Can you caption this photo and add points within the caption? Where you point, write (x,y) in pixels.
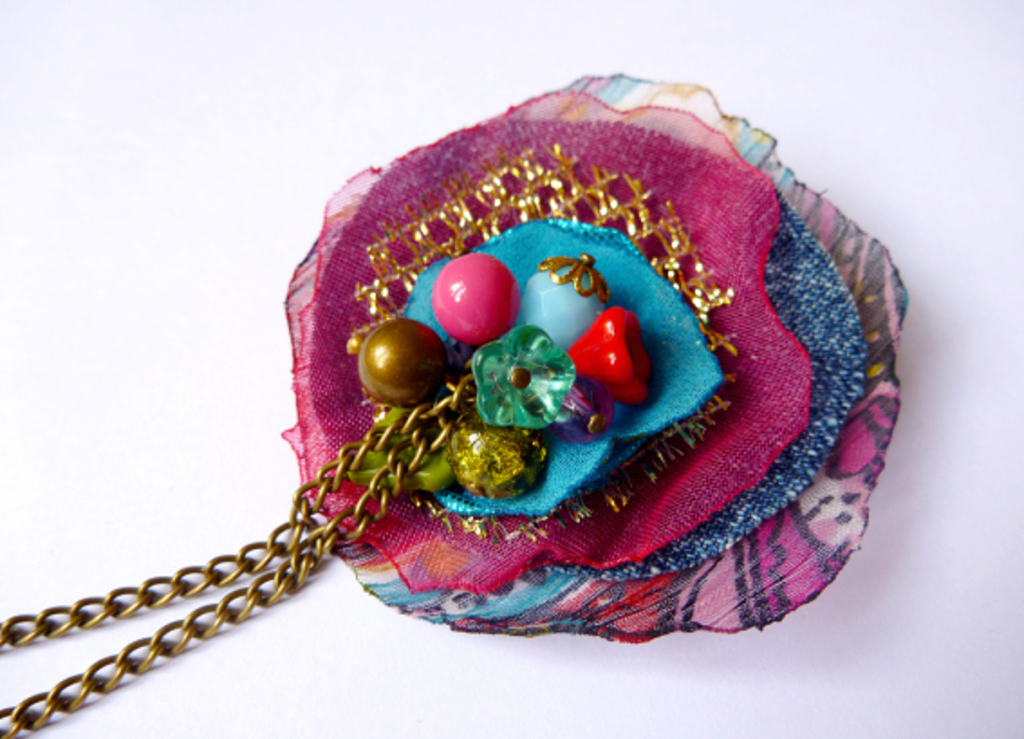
There is a locket (526,381) with chains (221,621). In the background (178,274) it is white.
